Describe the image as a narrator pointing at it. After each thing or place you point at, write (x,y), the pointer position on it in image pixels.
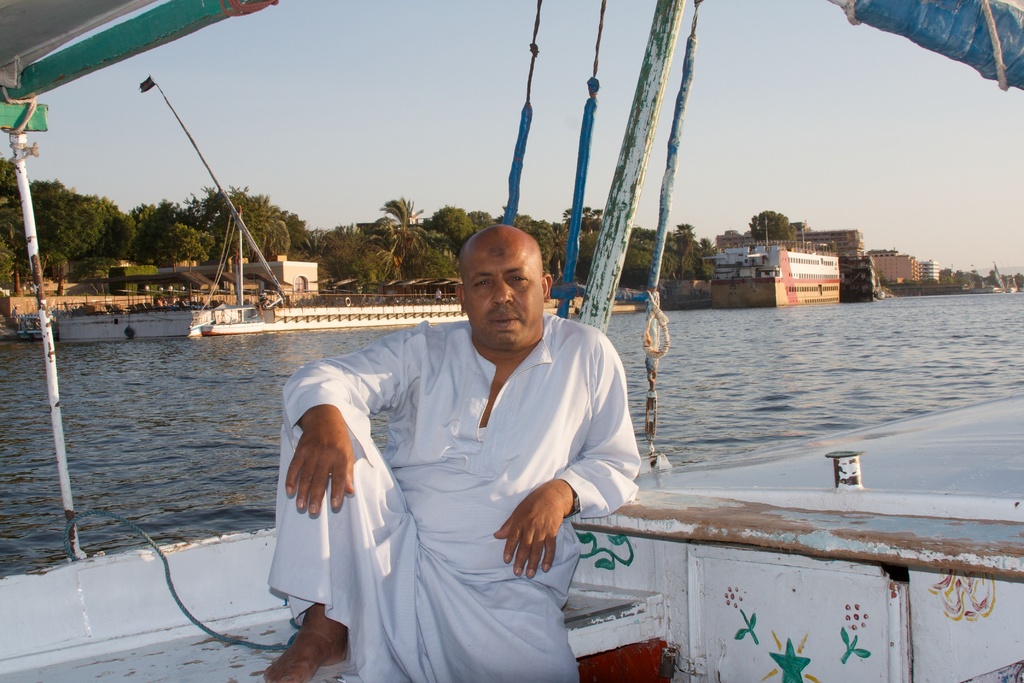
In this picture there is a man (415,352) who is wearing white dress (524,406). He is sitting on the boat (969,600). In the background (304,273) I can see boats (151,317), ships (840,277), buildings (900,265), poles (600,259), trees (210,222) and other objects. At the top (522,90) there is a sky (376,20). On the right (732,436) I can see the water (185,425).
